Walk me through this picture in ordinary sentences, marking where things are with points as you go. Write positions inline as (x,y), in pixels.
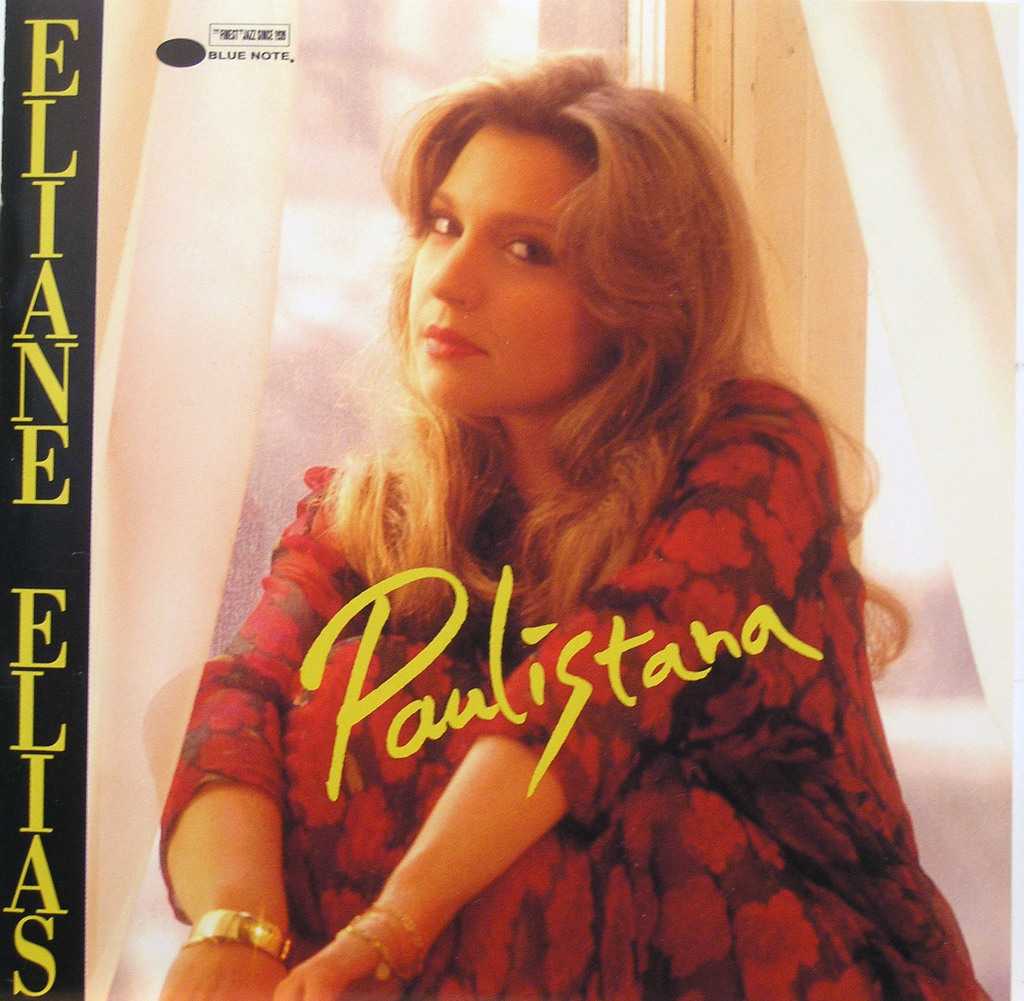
In this image in the center (598,483) there is one woman (722,466) who is sitting, and in the center (375,667) and on the left side (34,30) there is some text (567,677). In the background (572,43) there is a window (359,89) and some curtains (267,181).
